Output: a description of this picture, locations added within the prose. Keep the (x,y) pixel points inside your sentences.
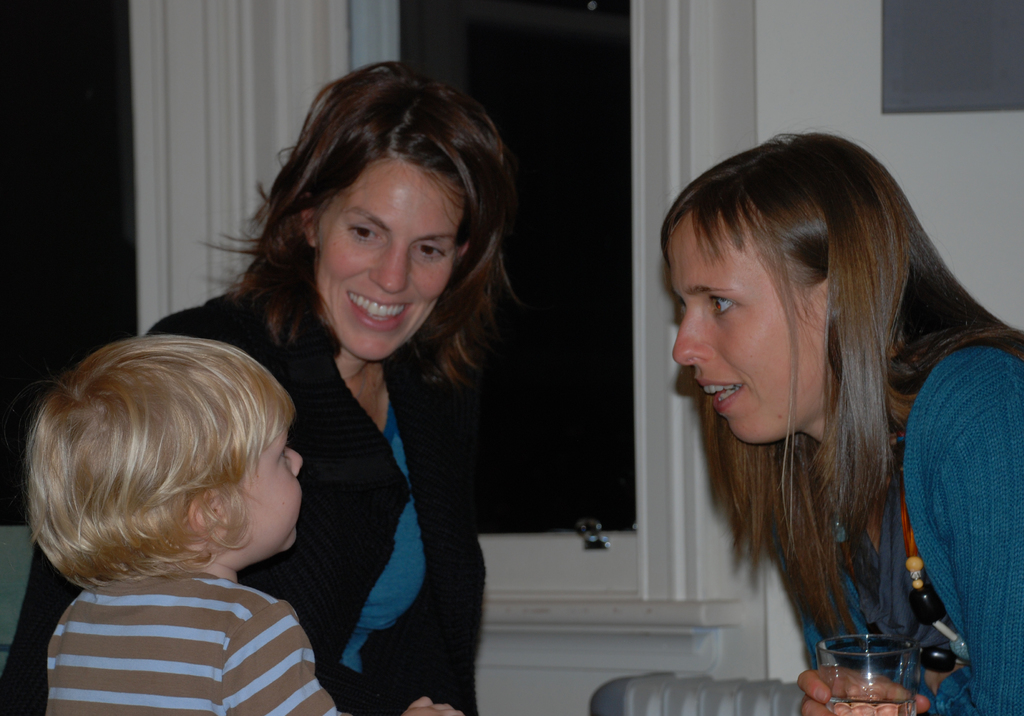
The picture is taken in a room (450,588). In the foreground of the picture (459,492) there are two women (470,454) and a kid (241,513). In the background (502,7) there are windows (468,22), window blind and wall (1004,242). On the right (874,556) the woman (859,544) is holding a glass (859,682).
